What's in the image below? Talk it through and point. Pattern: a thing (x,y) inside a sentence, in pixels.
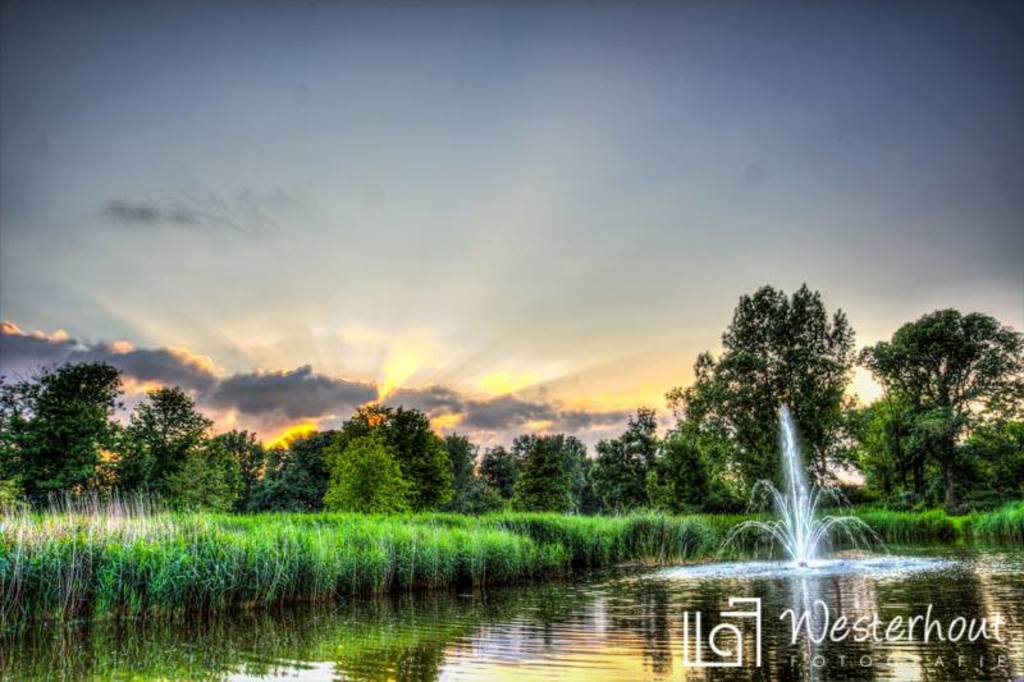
In this image, I can see a water fountain (789,551). There are plants (70,529) and the trees (546,451). In the background (392,404), I can see the sky (520,276). At the bottom of the image (694,663), there is the watermark (818,642).
